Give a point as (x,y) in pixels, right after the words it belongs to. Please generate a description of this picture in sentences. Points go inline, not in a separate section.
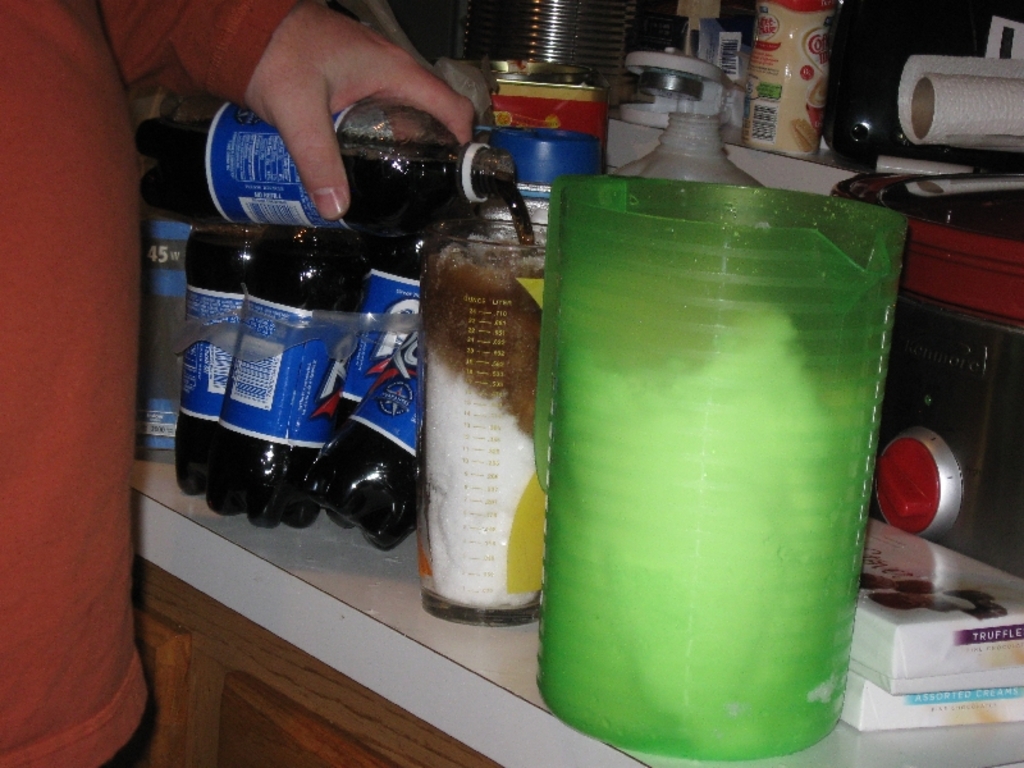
In this image I can see bottles (317,464), glass (454,478), containers (831,254) and some objects (1021,157) on the counter top (164,533) and one person (83,255) is holding the bottle (413,223).
